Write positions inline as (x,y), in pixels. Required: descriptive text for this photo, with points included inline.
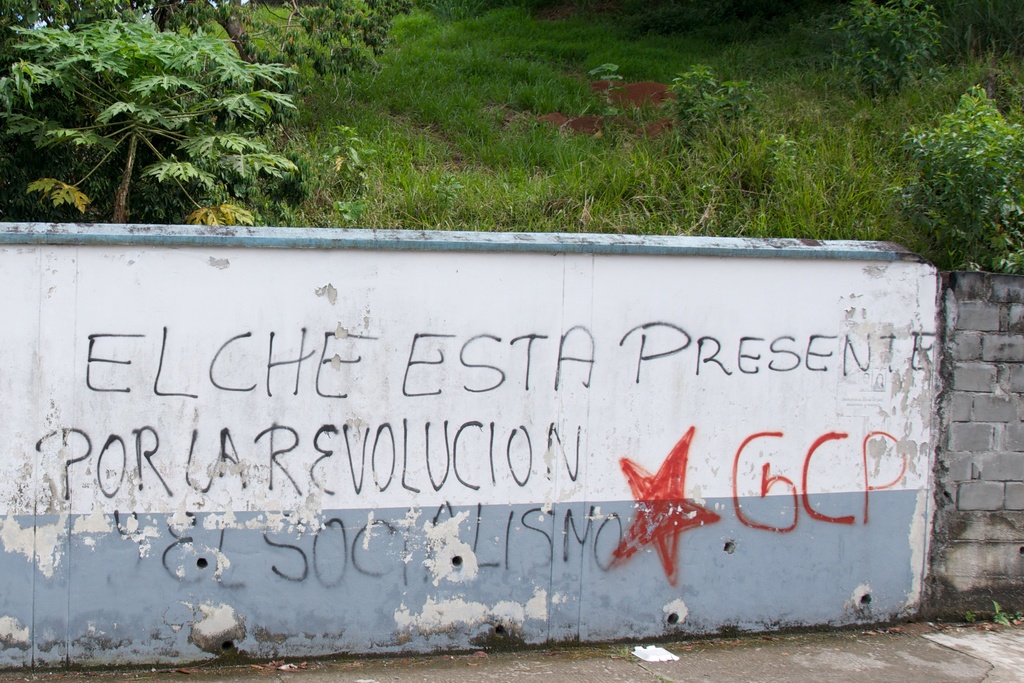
In this image I can see a wall (413,311) which is in white and blue color and something is written on it. Back I can see trees (302,70) and green grass (429,83).
